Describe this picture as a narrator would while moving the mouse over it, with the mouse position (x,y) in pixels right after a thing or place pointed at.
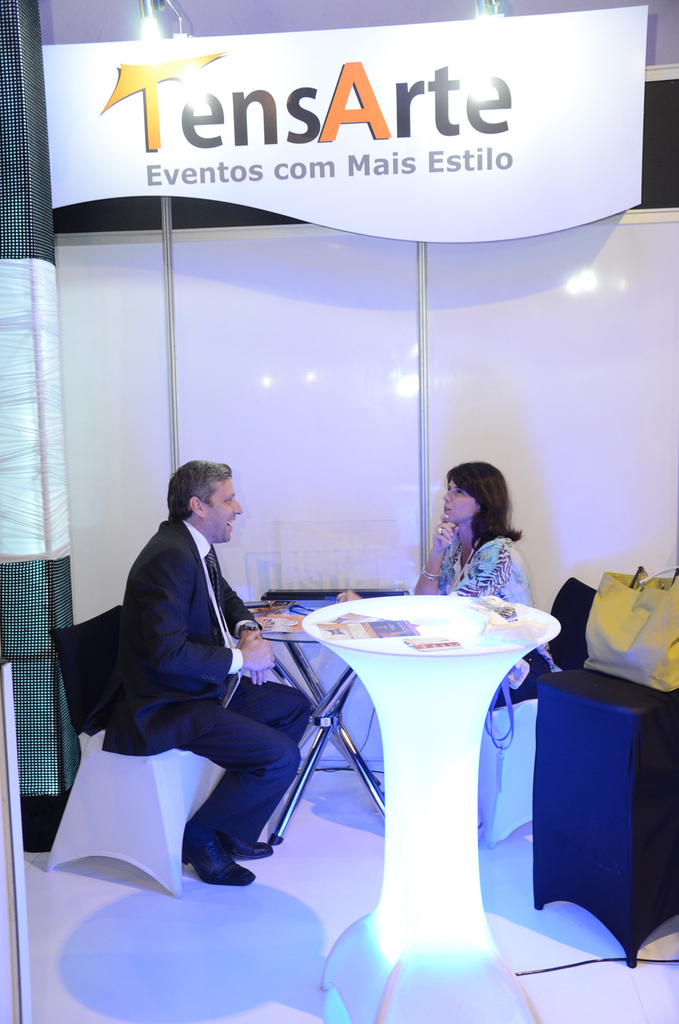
There is a box (448,689) on which some books (445,646) are kept and there is a table (635,761) which is color and a purse (623,663) of yellow color kept on the table (611,688) and a man (163,721) sitting on chair (163,795) and he is wearing a black color coat (174,602) and in front of him a woman (466,517) is sitting and in the background (522,480) there is a wall (473,326) of white color.
